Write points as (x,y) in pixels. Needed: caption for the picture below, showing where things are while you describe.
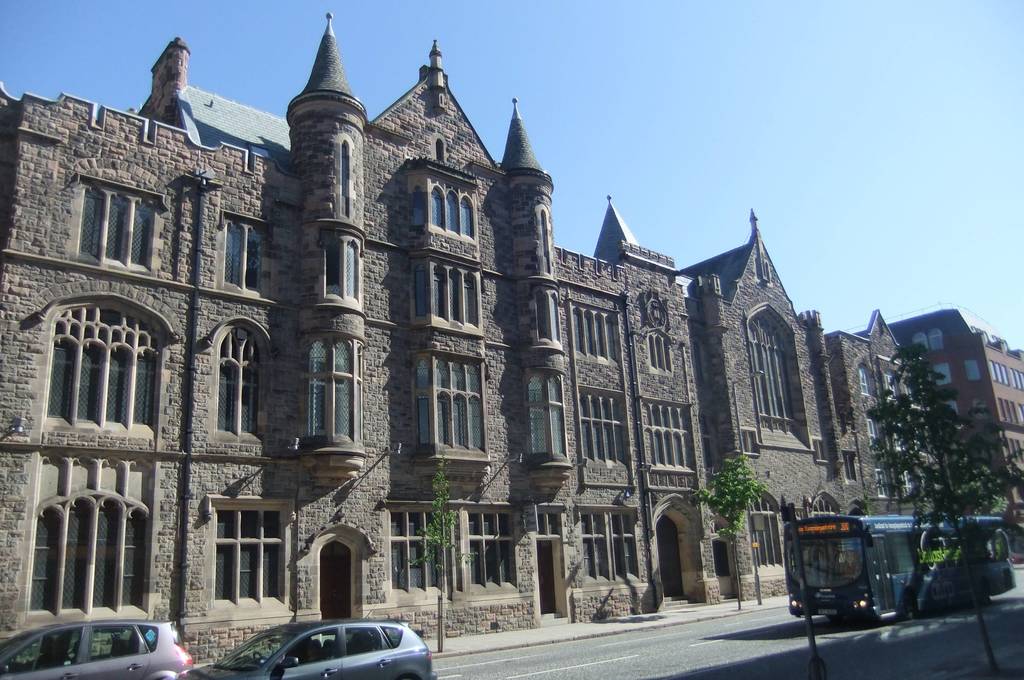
We can see bus (1010,556) and cars (135,664) on the road (662,643) and we can see trees (909,363), buildings (730,357), windows (606,340) and sky (847,89).
